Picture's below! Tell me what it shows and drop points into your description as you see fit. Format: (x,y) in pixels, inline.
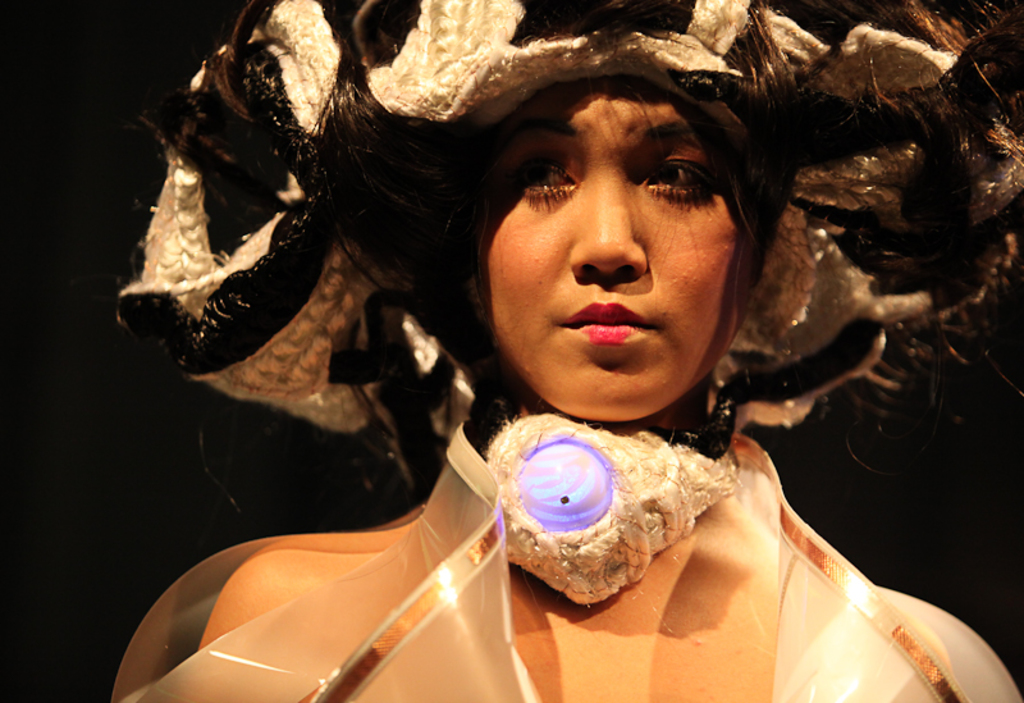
In this image we can see a lady (563,546) wearing a costume (511,543).
